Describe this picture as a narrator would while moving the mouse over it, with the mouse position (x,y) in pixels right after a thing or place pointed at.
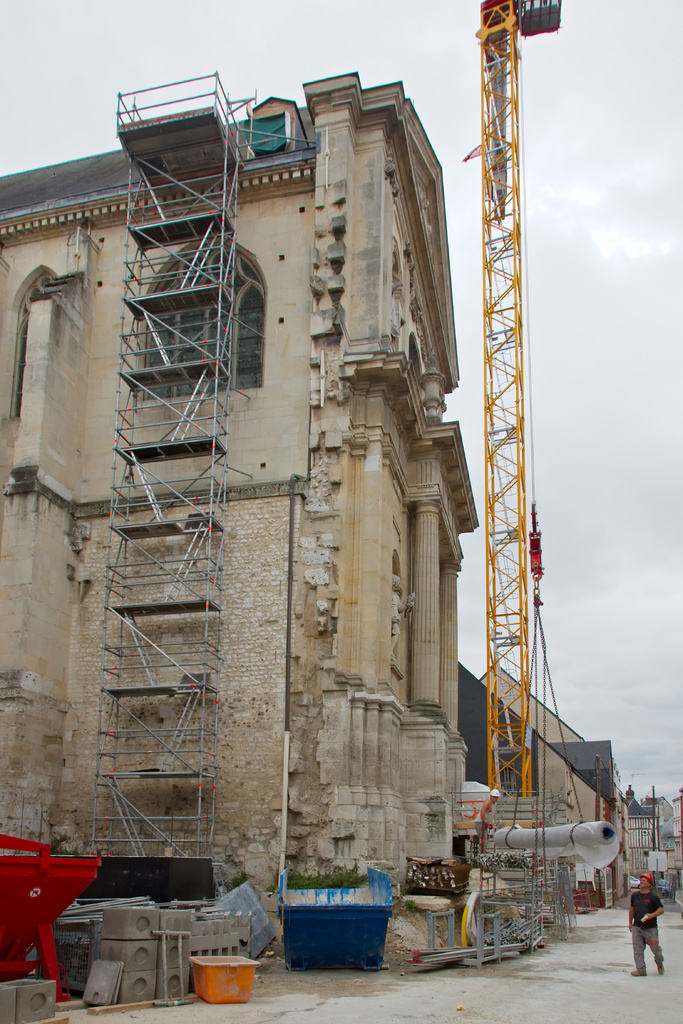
In this image we can see a building (378,654) which is under construction. We can also see a crane (501,788), poles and the sky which looks cloudy. On the bottom of the image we can see some containers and a person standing on the ground (509,1009).
